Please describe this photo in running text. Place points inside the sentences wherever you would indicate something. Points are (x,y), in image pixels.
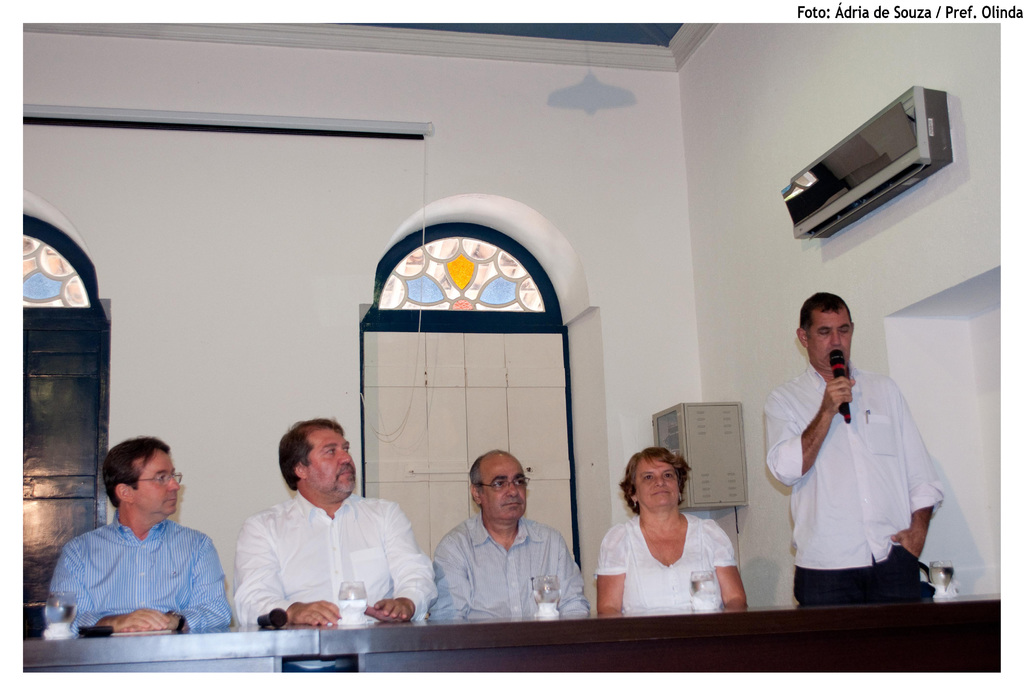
In this image there are four persons (72,558) sitting on the chair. In front of them there is a table (40,667) and on top of the table (83,657) there is a glass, mobile phone (98,634) and a mike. At the right side of the image (853,500) there is a person (841,436) standing by holding the mike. At the back side (752,367) there is a wall (397,164). At the right side of the image (904,134) there is an AC (814,216) attached to the wall (779,149).
